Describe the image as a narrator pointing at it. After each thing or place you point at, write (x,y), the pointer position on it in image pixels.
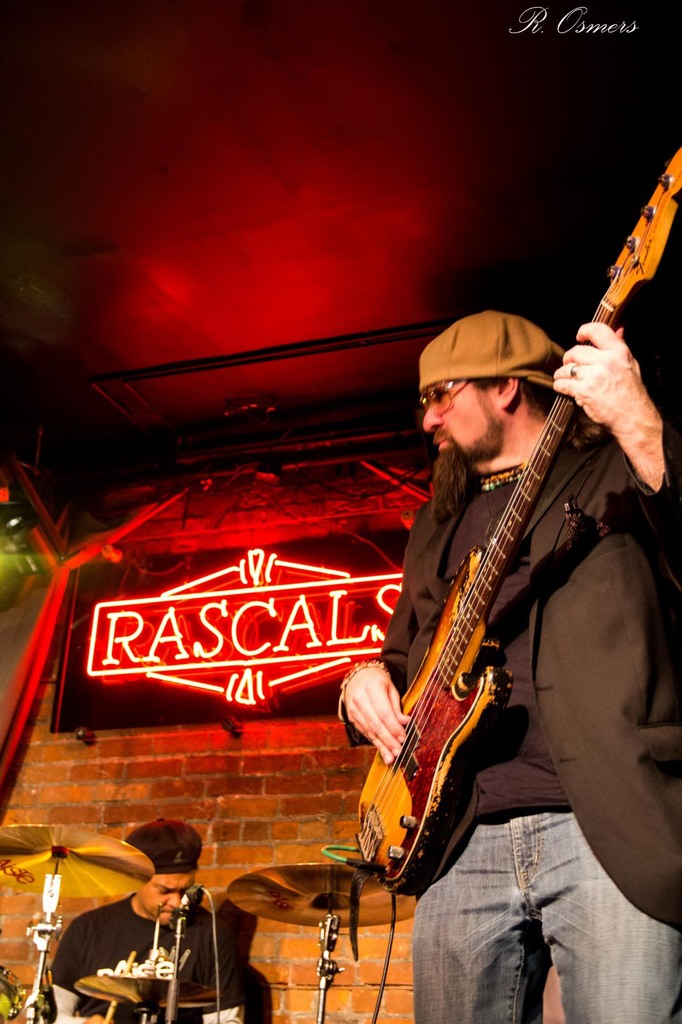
In this image we can see a man (507,593) is standing and playing the guitar (481,632), and at back (87,884) a person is sitting and playing the drums (95,895), and at back (342,757) here is the wall (313,785) made of bricks (220,804), and at above here is the roof (382,421).
